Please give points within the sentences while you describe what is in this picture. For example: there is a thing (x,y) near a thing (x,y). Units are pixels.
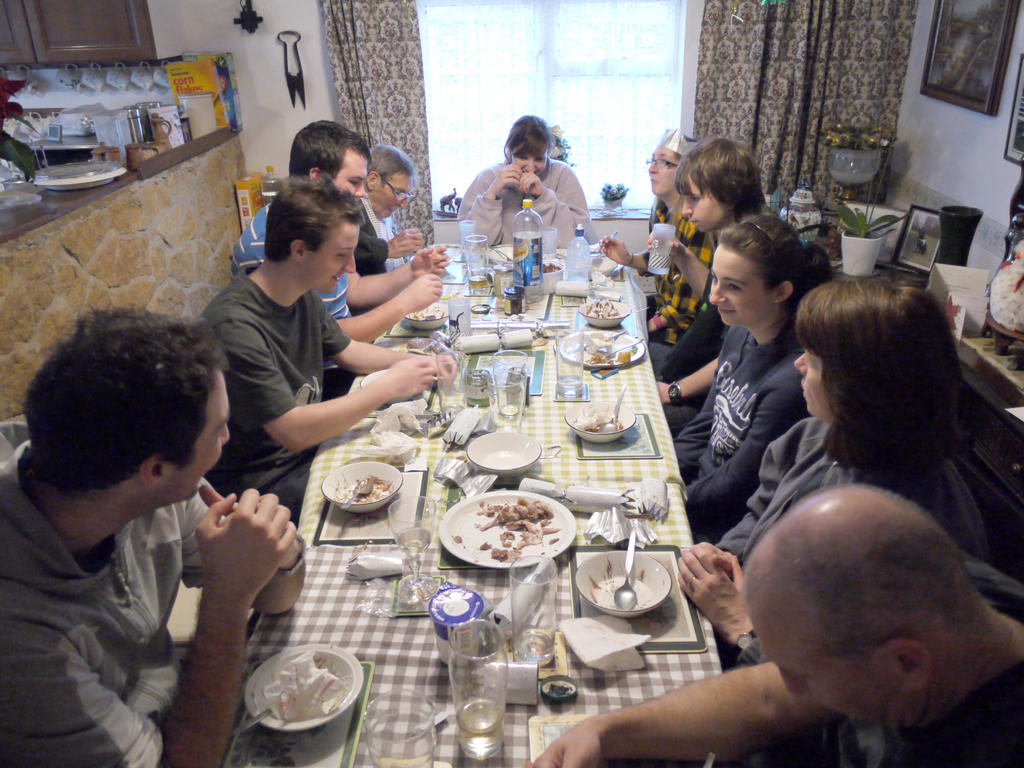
It is a kitchen (85,194), there is a big table (620,291) few people (230,574) are sitting around the table (670,568), they are having the food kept on the table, to the left side (95,272) there is a kitchen wall (171,178) and some utensils (96,82) above it there is a cupboard (75,34), to the right side (920,111) there is a wall (282,58) beside the wall (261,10) there is window (467,139) and curtains (403,63) on the either side, beside that there are few photo frames (950,97) to the wall (917,143).
